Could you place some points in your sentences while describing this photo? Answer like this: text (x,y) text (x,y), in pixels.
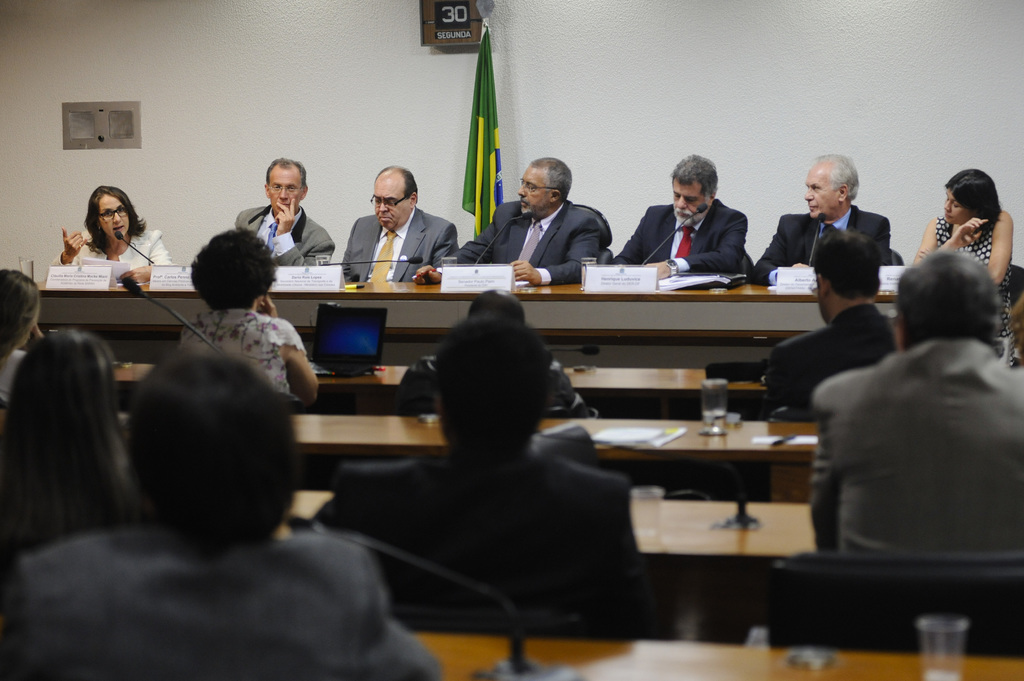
In this image I can see few people (236,300) are sitting on the chairs (820,599) around the tables (744,434). In the background (714,76) there is a wall (744,53) and also I can see a green color flag (482,129). On the left side of the image (87,243) there is woman (103,246) Speaking on a microphone (118,238). It seems like a meeting hall (494,373).
